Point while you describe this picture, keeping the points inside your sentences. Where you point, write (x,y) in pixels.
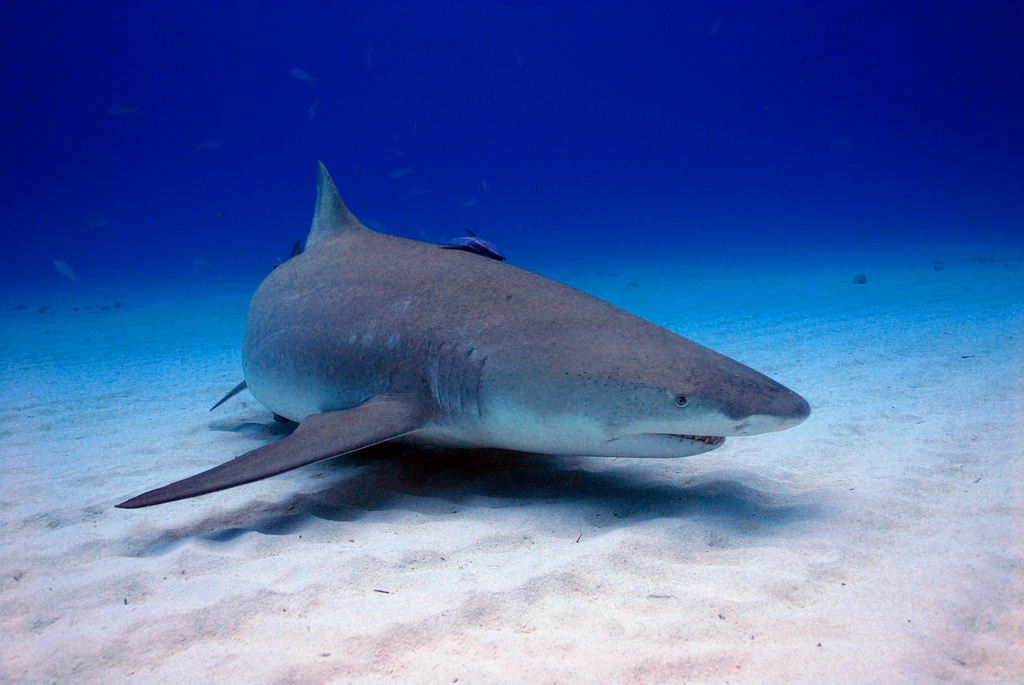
In this picture there is a shark (562,422) in the center of the image (560,327), in the water (480,217).
